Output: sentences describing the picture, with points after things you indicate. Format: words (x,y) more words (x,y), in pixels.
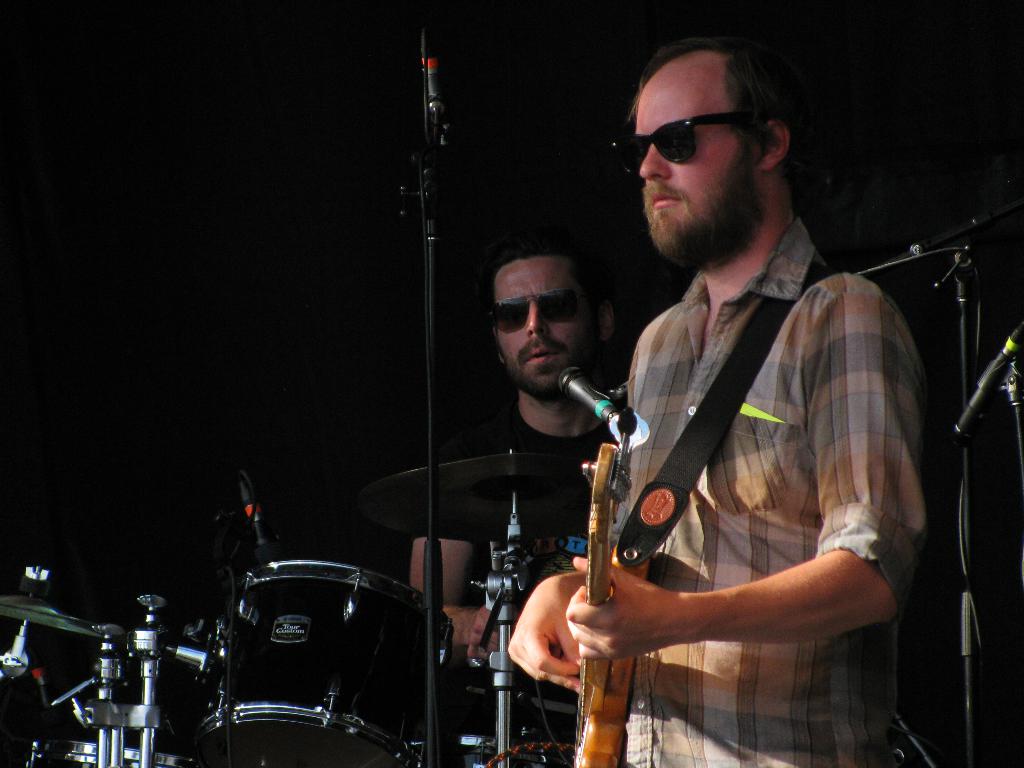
In this picture i could see a person (677,427) holding a guitar (609,574) in his hand (582,613) and other person (557,431) is beating the drums (401,587), there is mic (586,389) in front of them and i could see a black back ground (208,290).
